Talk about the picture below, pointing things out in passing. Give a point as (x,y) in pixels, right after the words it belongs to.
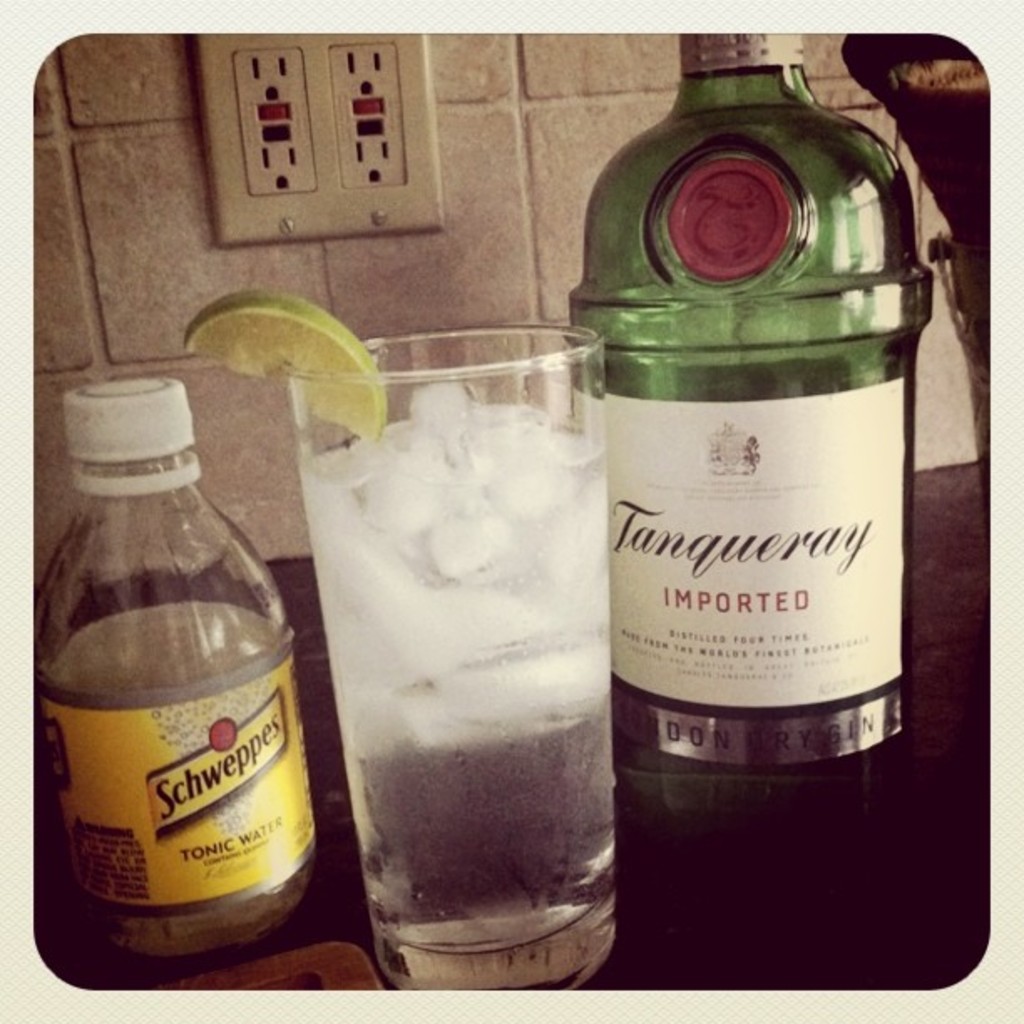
This image is taken inside a room (841,525). In this image there is a gin bottle (733,524) with label (738,513) on it, a glass (556,610) with ice cubes (518,625) and water (373,715) in it and a lime slice (335,383) place on a glass (393,412) and a water bottle (190,590) on a table (985,693). At the background (228,138) there wall (588,46) and a switch board (280,138).
